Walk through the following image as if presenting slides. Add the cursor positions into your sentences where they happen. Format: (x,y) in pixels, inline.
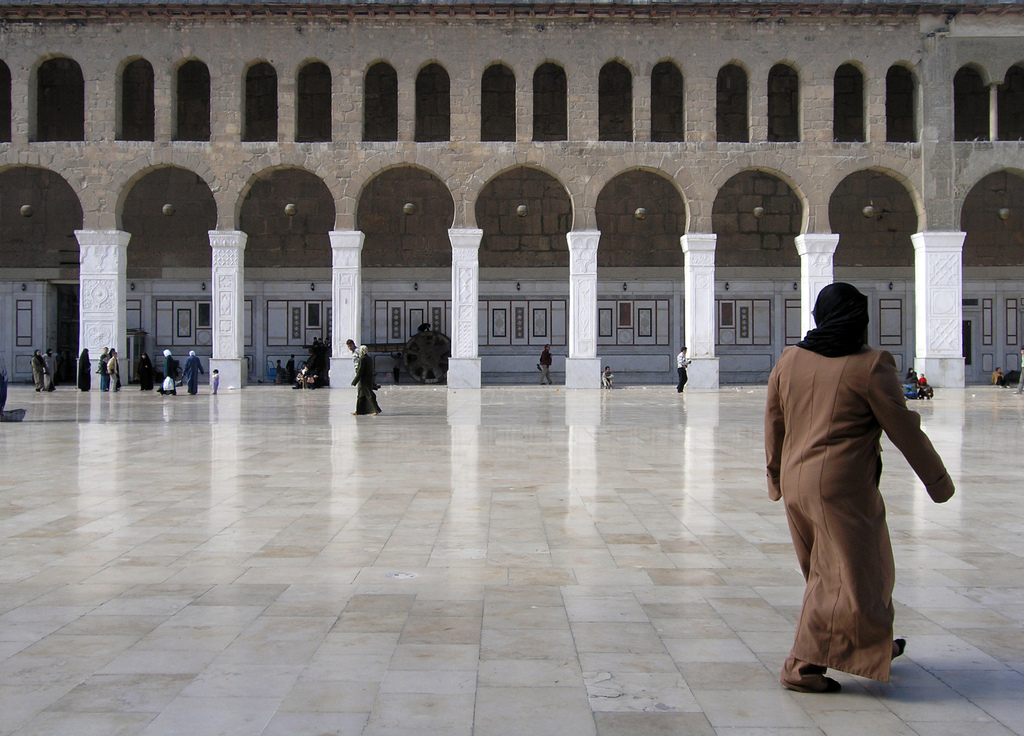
In this picture, there is an architecture (342,108) build with bricks (518,179) and pillars (99,283). Behind the pillars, there is a wall (411,303) with frames (495,324). Before the pillars (90,321), there are people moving around. Towards the right (809,472), there is a woman (859,582) wearing brown dress (805,491). At the bottom (378,612), there are tiles (407,531).
